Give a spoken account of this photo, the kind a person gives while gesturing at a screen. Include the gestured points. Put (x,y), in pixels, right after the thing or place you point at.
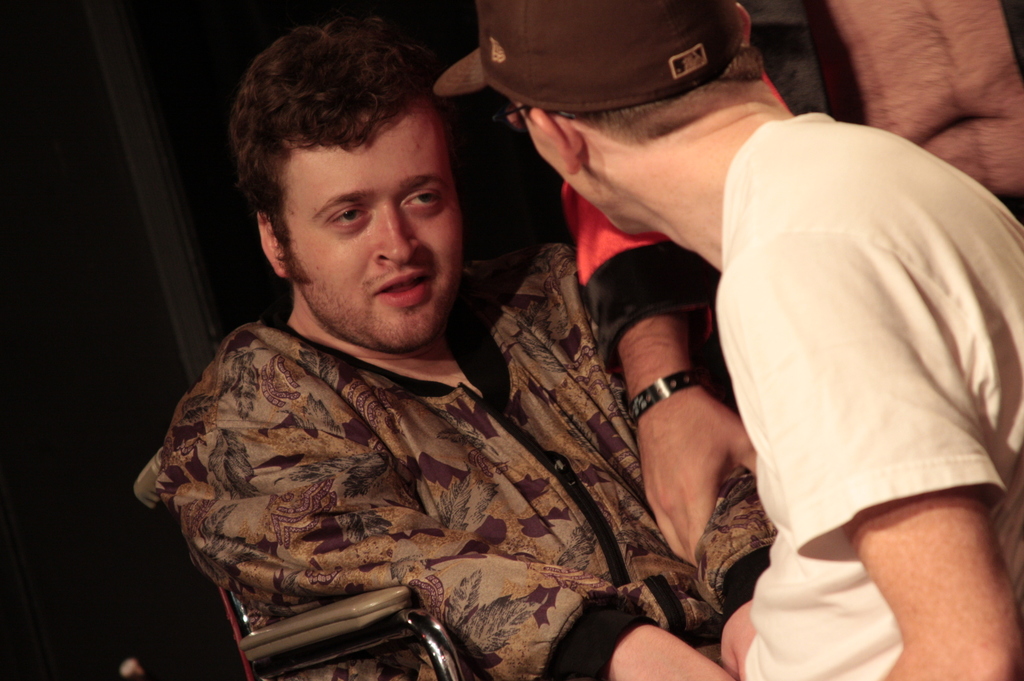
In this image we can see a person (418,433) sitting on a chair (284,632) and looking at another person (852,659) and to the side, we can see a person (997,74) standing and in the background (27,437), the image is dark.
